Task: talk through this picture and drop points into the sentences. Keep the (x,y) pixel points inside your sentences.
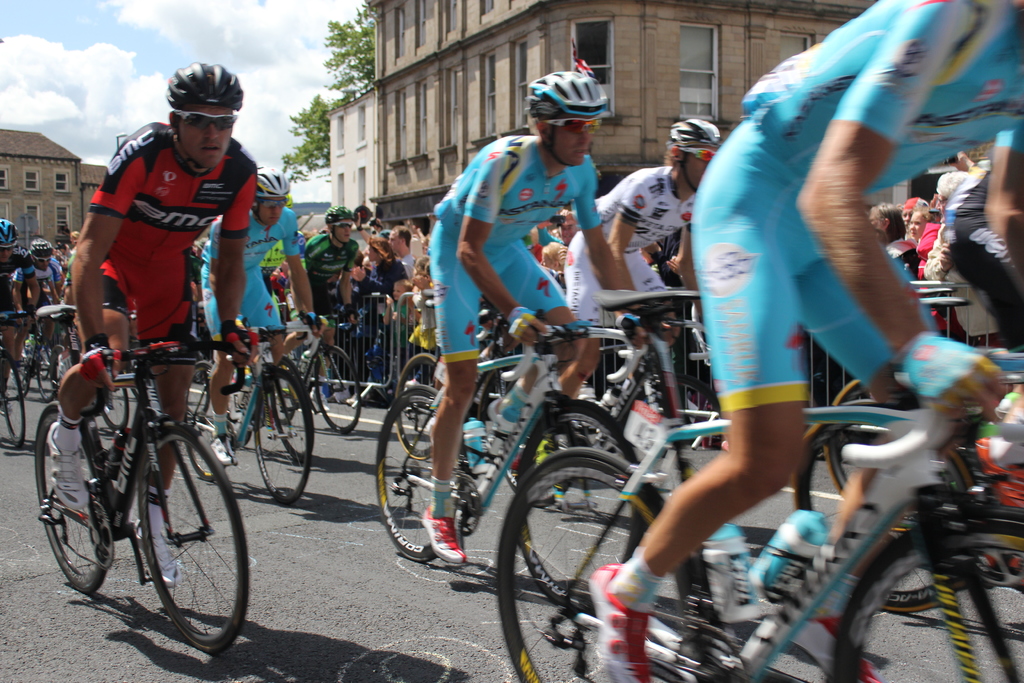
In this image we can see few people (749,320) are riding their bicycles (857,419) on the road (308,521). In the background of the image (444,113) we can see few buildings (31,165), trees (363,53), sky (310,85) and clouds (211,34).
